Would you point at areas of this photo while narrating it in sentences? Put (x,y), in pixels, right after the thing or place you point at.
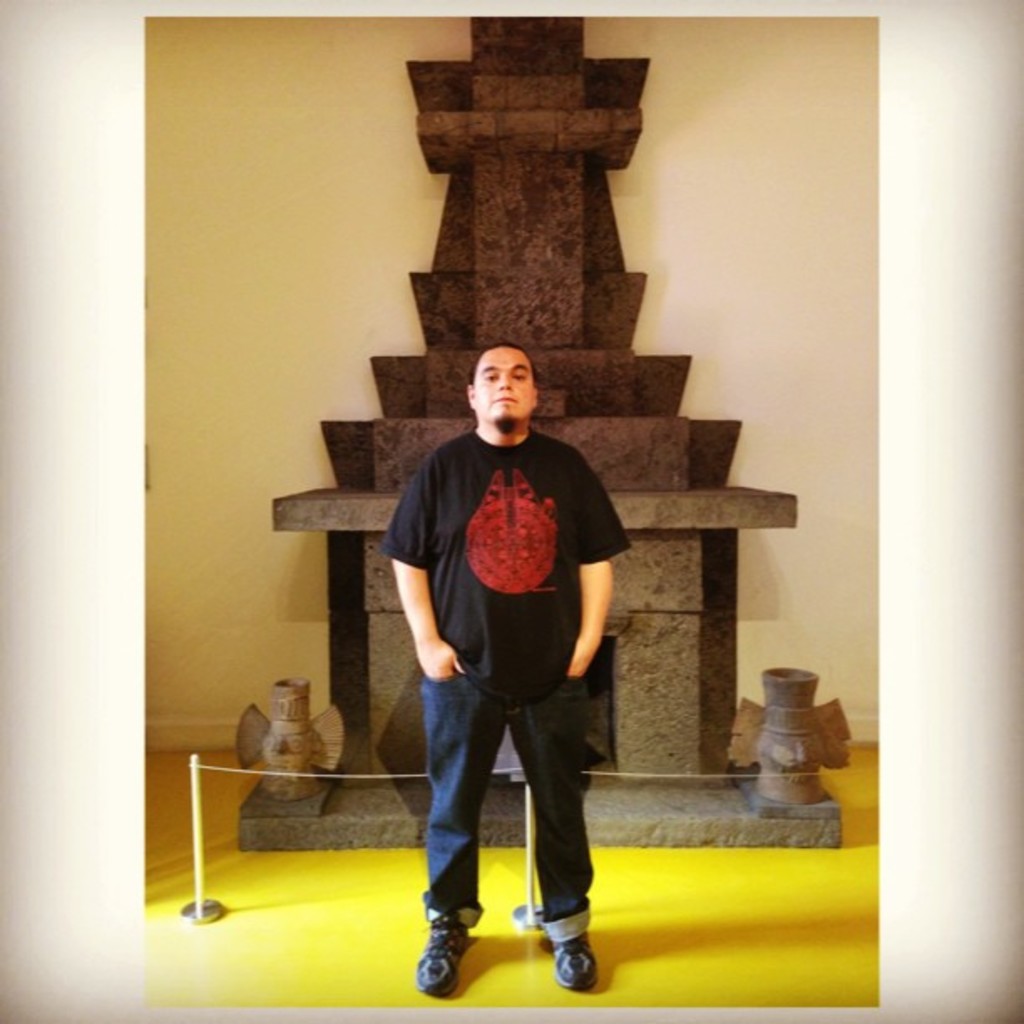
In this image we can see a person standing and posing for a photo and in the background (813,201), we can see a sculpture (591,804) and there is a wall (176,198).
